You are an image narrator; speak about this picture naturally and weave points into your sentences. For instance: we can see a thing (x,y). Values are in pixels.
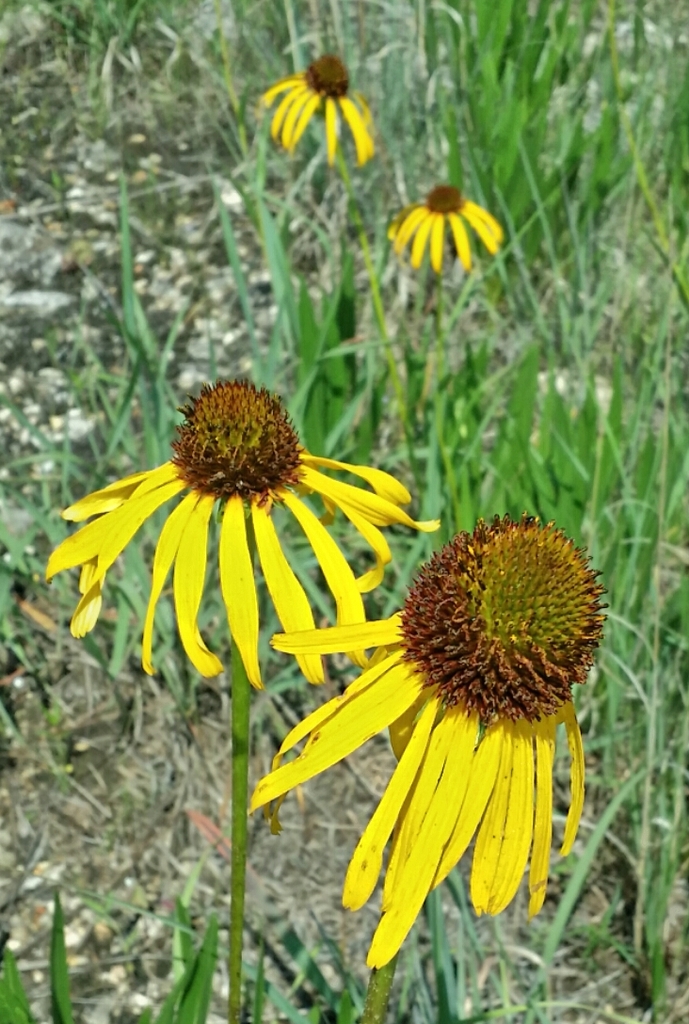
In the image we can see some flowers (492,218) and plants (405,94).
